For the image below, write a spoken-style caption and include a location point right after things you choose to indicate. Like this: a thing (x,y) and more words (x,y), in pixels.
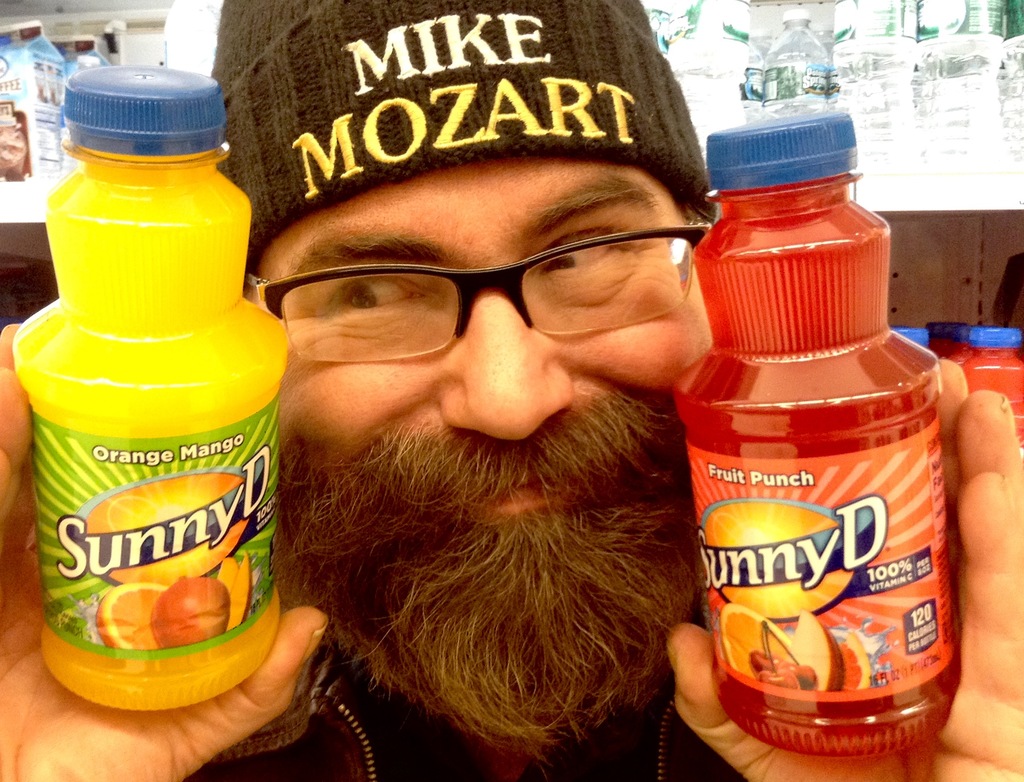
In the image we can see there is a person (523,503) who is standing and he is holding two juice bottles (726,568) which are in red and yellow colour. He is wearing a cap (539,148) and at the back (935,62) in the shelf (62,96) there are water bottles (711,71) and cartons (58,122).
